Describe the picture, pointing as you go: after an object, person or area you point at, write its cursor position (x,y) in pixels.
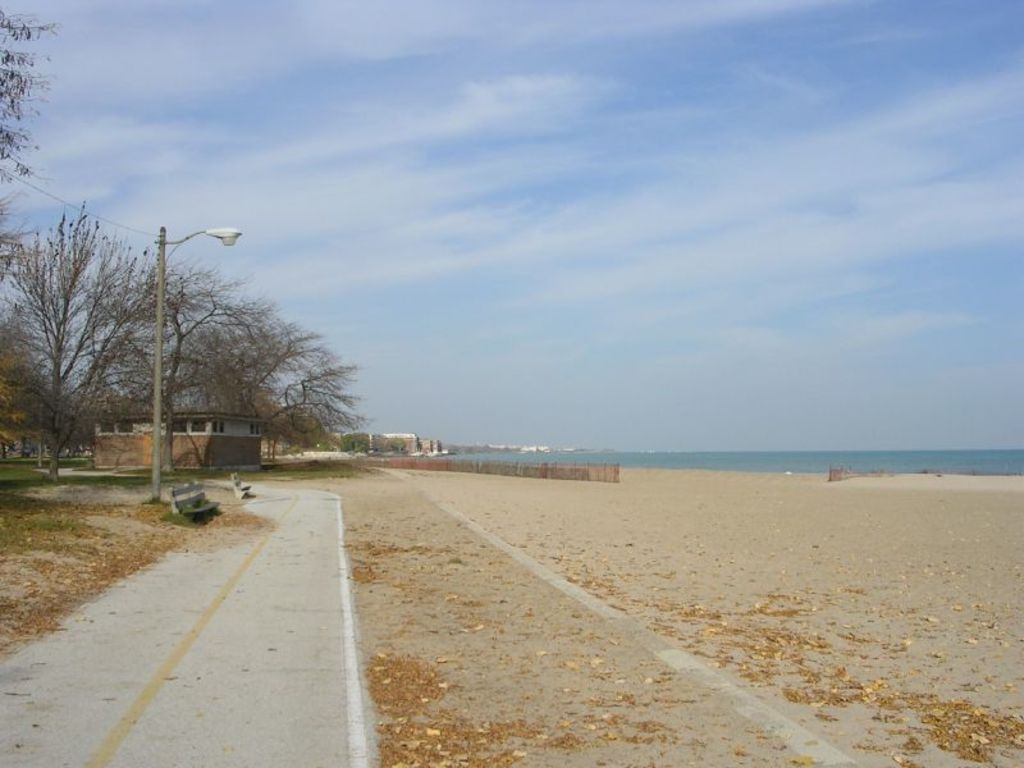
On the left side of the image (181,300) we can see the houses (392,444), trees (310,437), pole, light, wire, benches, fence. In the middle of the image (635,467) we can see the water (842,461). At the bottom of the image (380,624) we can see the soil (991,554), dry leaves (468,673), pavement (170,635) and grass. At the top of the image (584,129) we can see the clouds (566,197) in the sky (535,119).
